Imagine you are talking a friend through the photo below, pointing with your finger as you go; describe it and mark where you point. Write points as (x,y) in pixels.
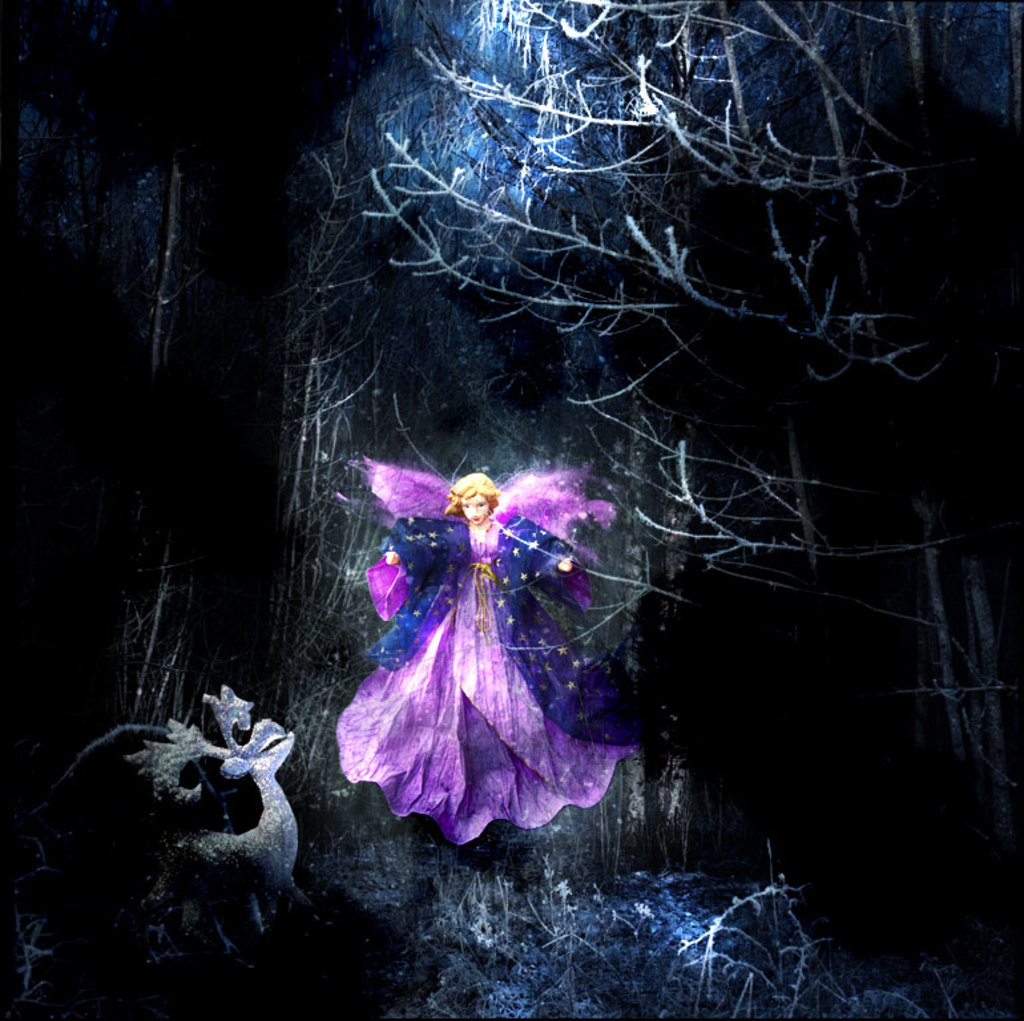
In this image in the center (515,570) there is an animation of one person (499,601), and in the background (740,528) there are trees (643,764) and on the left side (244,863) there is some object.
